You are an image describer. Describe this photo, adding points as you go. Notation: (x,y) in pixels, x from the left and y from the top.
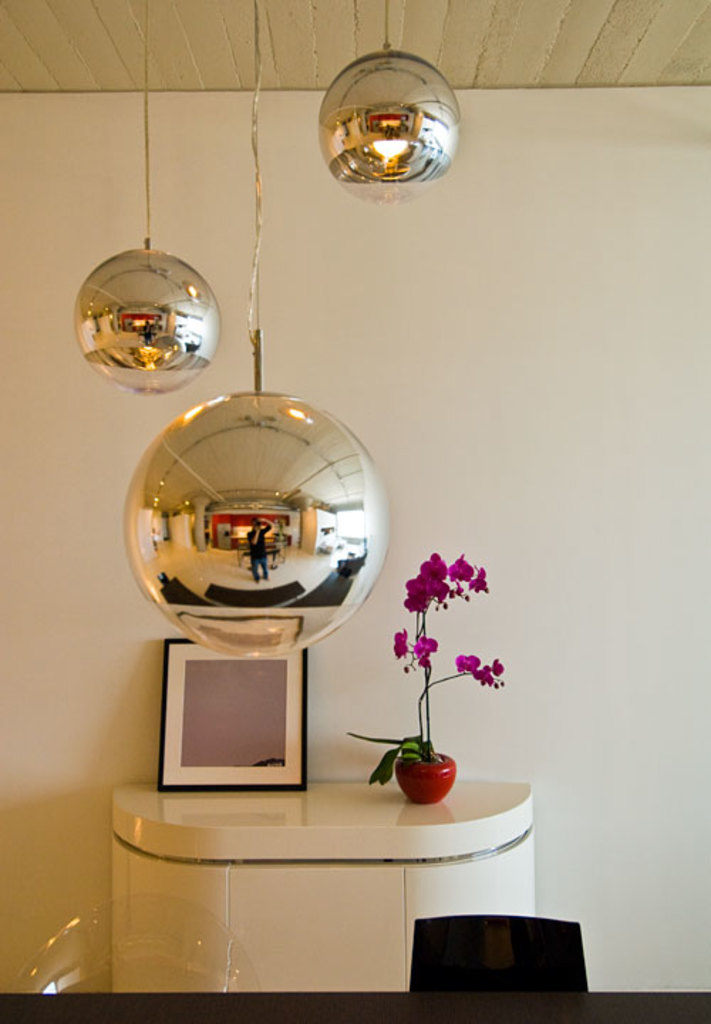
In the foreground of this image (324,1005), on the bottom (402,1017), it seems like a table (508,1005) and the chair (512,937). In the background (255,719), on the wall desk (376,837), there is a frame (260,763) and a flower vase (436,774). On the top (391,133), there are few balls (179,273) hanging to the ceiling (349,20).
